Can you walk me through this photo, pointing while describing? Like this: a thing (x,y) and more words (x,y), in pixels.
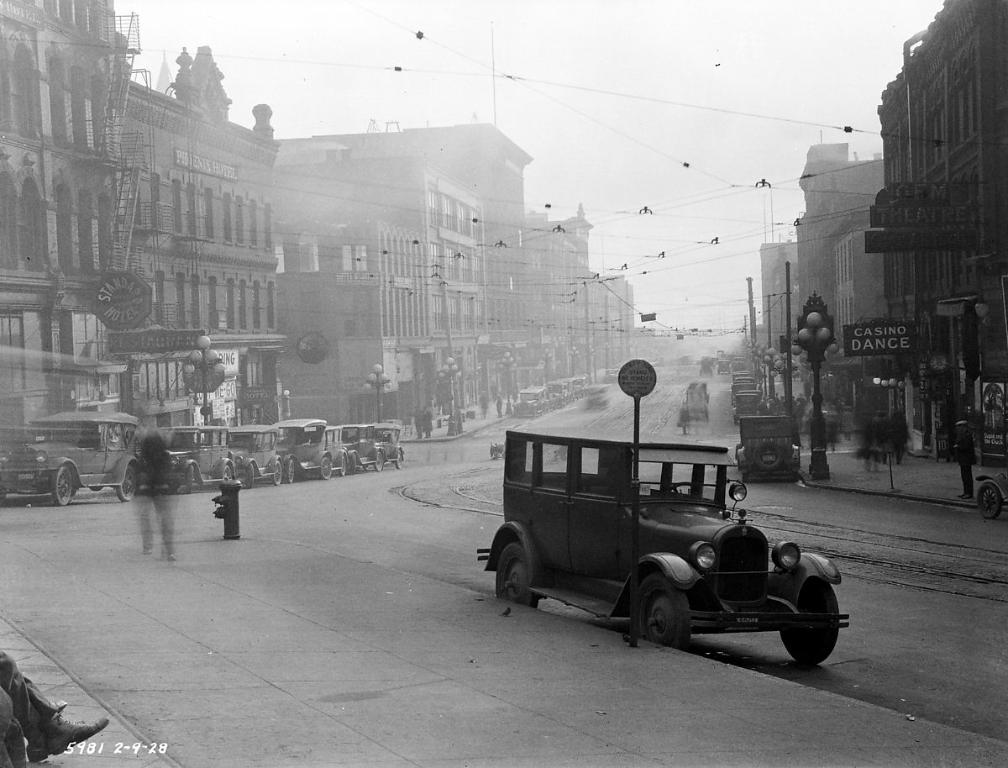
In this image there are a few vehicles (534,500) moving on the road (502,489). On the left (81,359) and right side of the image (914,254) there are buildings (168,261), poles (823,335), a few boards (887,343) with some text (908,217), a few cables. At the bottom left side of the image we can see the legs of a few people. In the background (695,211) there is the sky (714,133).
